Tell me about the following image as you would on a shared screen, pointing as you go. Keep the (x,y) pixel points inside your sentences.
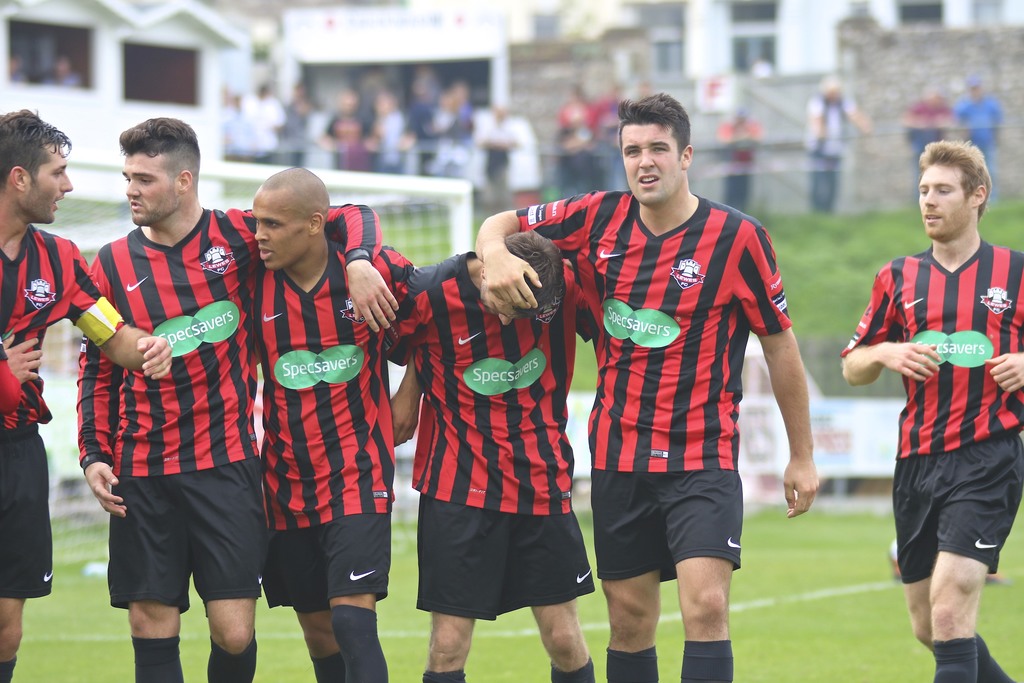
This image is clicked in a ground (1011,567). There are 6 people (512,385) in the middle (549,331). All are wearing same dresses (55,281). There are some people (483,139) at the top (740,172).
